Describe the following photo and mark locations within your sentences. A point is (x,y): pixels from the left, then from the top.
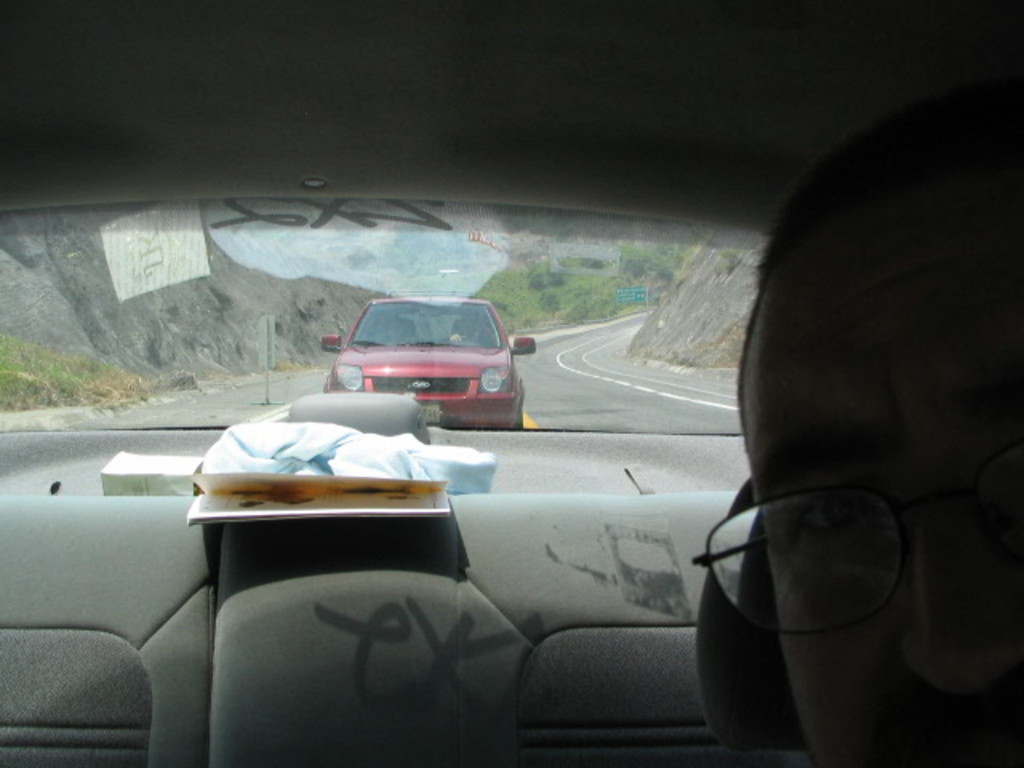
In this picture we can see a vehicle rear window (311,344) from which we can see the other vehicle (484,384) on the road (584,394), side we can see some rocks (200,306).
